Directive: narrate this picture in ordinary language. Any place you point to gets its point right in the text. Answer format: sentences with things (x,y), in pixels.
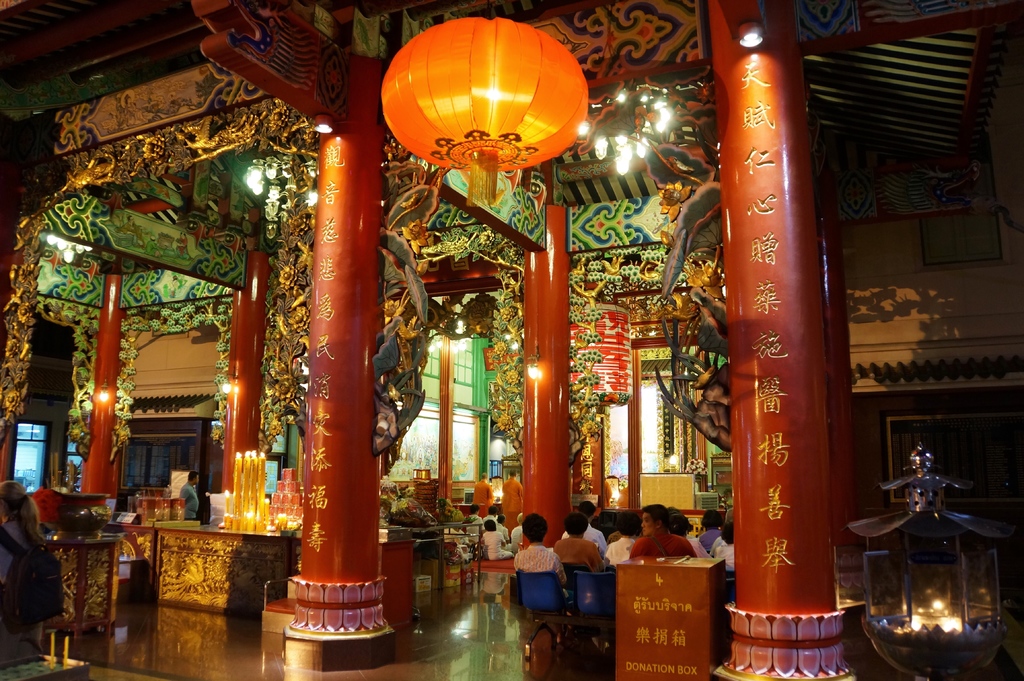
In this image I can see few pillars (755,263), lights (754,39), few objects (233,515) on the tables (271,532), few people (517,562) are sitting on chairs (540,582), wall (205,441) and the colorful background (55,289).
